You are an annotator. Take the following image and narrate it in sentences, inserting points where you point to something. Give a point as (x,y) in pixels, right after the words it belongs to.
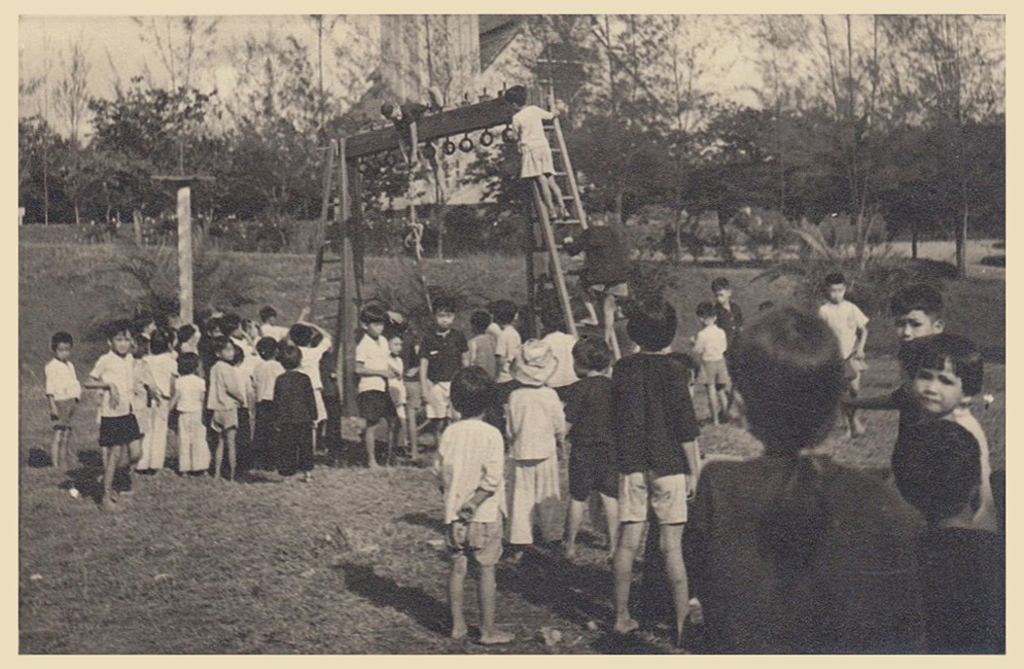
This is a black and white image. In this image we can see a group of children (549,402). In that two children (588,263) are climbing a ladder (553,235). On the backside (434,201) we can see some plants (207,294), pole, trees (234,180), a house (465,181) with roof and the sky (185,77).
